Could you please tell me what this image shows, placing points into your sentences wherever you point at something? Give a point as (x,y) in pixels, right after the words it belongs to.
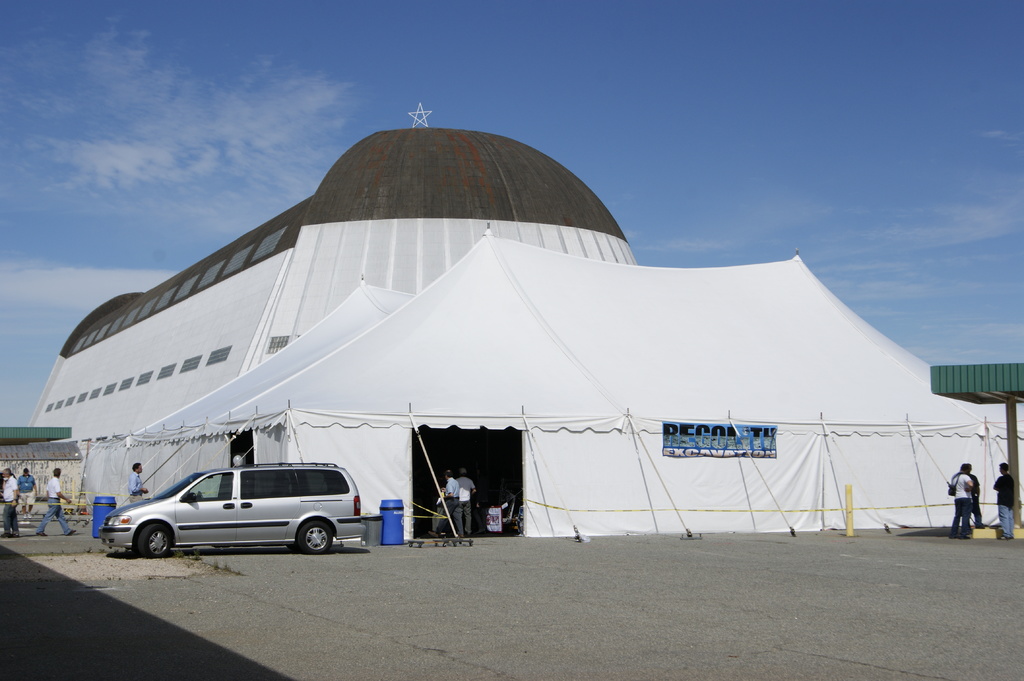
In the picture we can see a white tent (474,418) with two people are standing inside it and outside of it, we can see three people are standing and near to the tent entrance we can see a car (255,509) is parked and behind it, we can see some people (29,503) are walking and behind the tent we can see a house (447,137) and behind it we can see the sky (532,115) with clouds (301,137).
